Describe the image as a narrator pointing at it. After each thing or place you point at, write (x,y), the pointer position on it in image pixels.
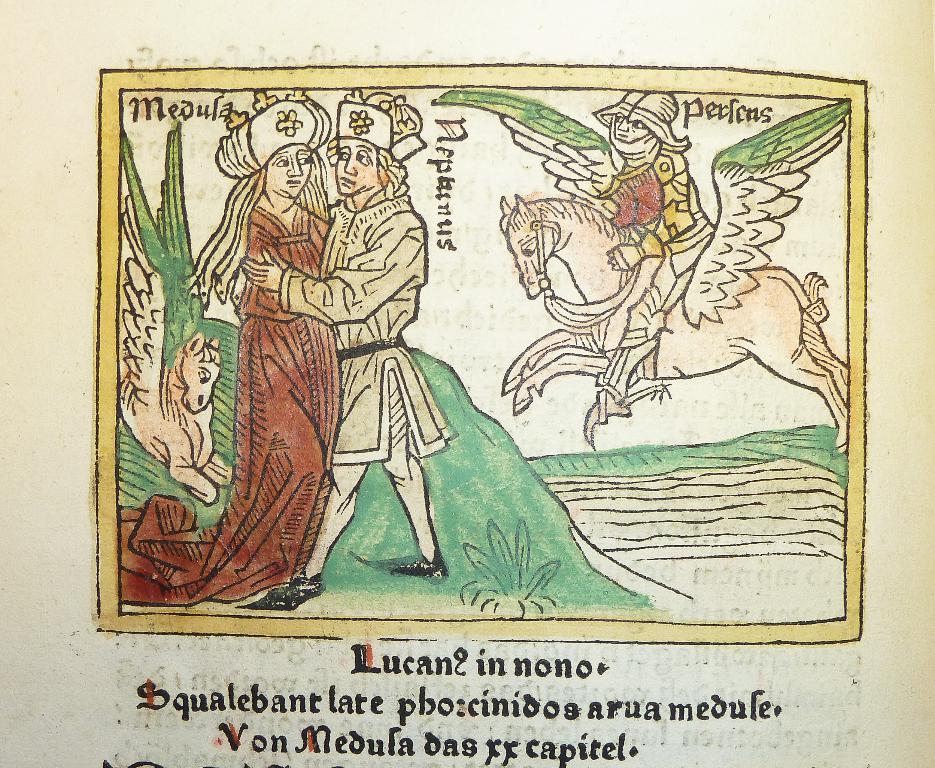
In this picture there is a text (479,711) on the paper (14,238) and there is a picture (511,91) of a man (380,335) standing and holding the woman (332,455) and there is a person (624,242) sitting on the horse (691,364) and there are two horses (644,379) and it has wings (700,277) and there is a text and there is water (673,548) and there is a plant (472,593).
